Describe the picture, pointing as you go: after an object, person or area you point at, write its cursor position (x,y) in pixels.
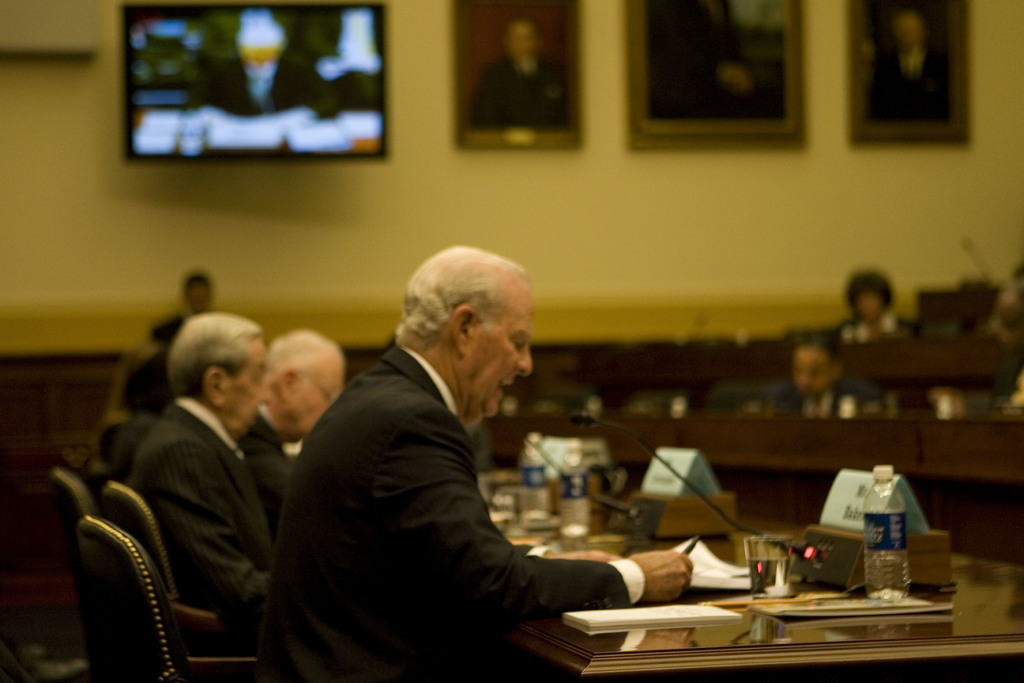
There are group of persons (276,495) sitting on the chair (126,571). This is a table (744,639). On this table (846,630) I can see a tumbler (783,567) with water (768,566), a water bottle (884,559), mike (825,551), name board (678,470) and some papers (664,614) on it. At the background (706,103) I can see photo frames (763,103) attached to the wall (661,193). And two persons (830,369) are sitting on the chair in front of the table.
